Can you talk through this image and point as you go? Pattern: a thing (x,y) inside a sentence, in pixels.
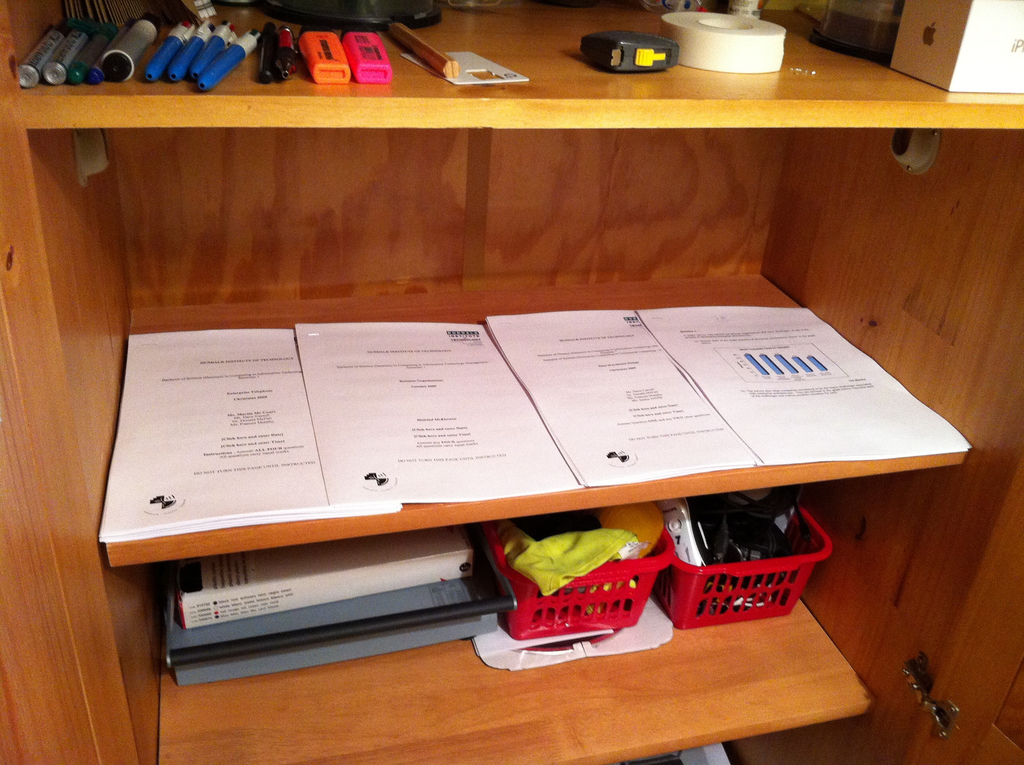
In this image there is a shelf (511,742) and we can see papers (709,361), files (477,602), baskets (578,602), markers (129,60), pens (195,42), tape (712,56) and some objects (648,63) placed in the shelves (617,153).
